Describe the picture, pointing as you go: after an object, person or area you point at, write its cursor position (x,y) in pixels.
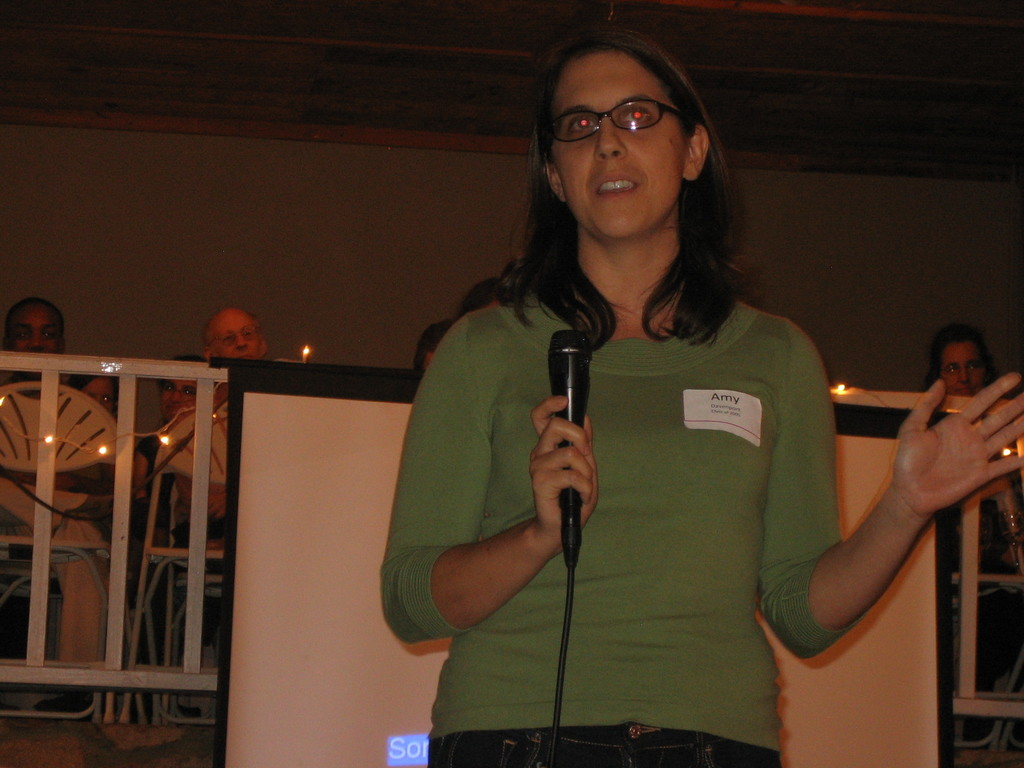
In this image In the middle (540,394) there is a woman (626,565) she wear t shirt (666,577) and trouser (632,723) her hair (546,278) is short she is holding a mic (566,489). In the background (310,484) there are some people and light (309,358) and screen (314,634).
